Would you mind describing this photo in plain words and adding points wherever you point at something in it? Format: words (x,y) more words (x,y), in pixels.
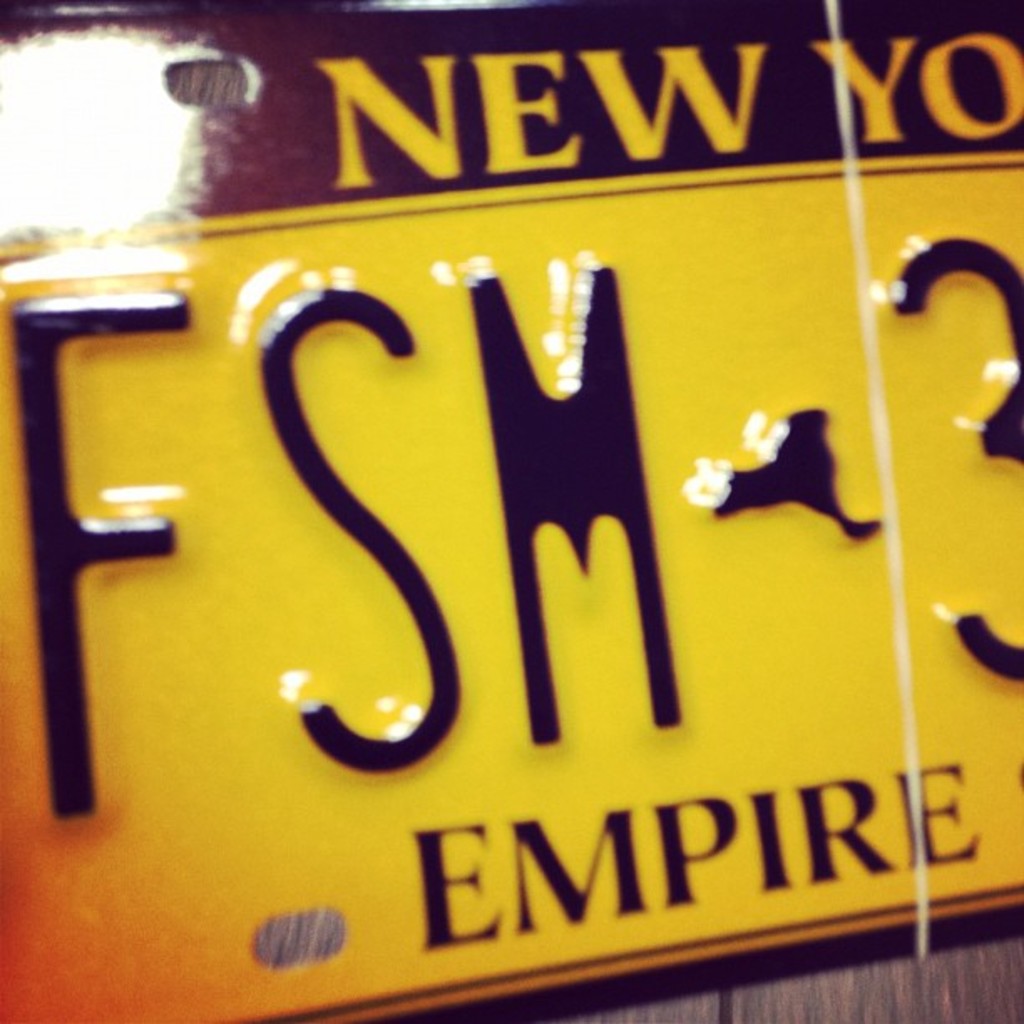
In this image I can see the board (575,591) which is in black and yellow color and something is written on it. It is on the brown color surface (811,986).
